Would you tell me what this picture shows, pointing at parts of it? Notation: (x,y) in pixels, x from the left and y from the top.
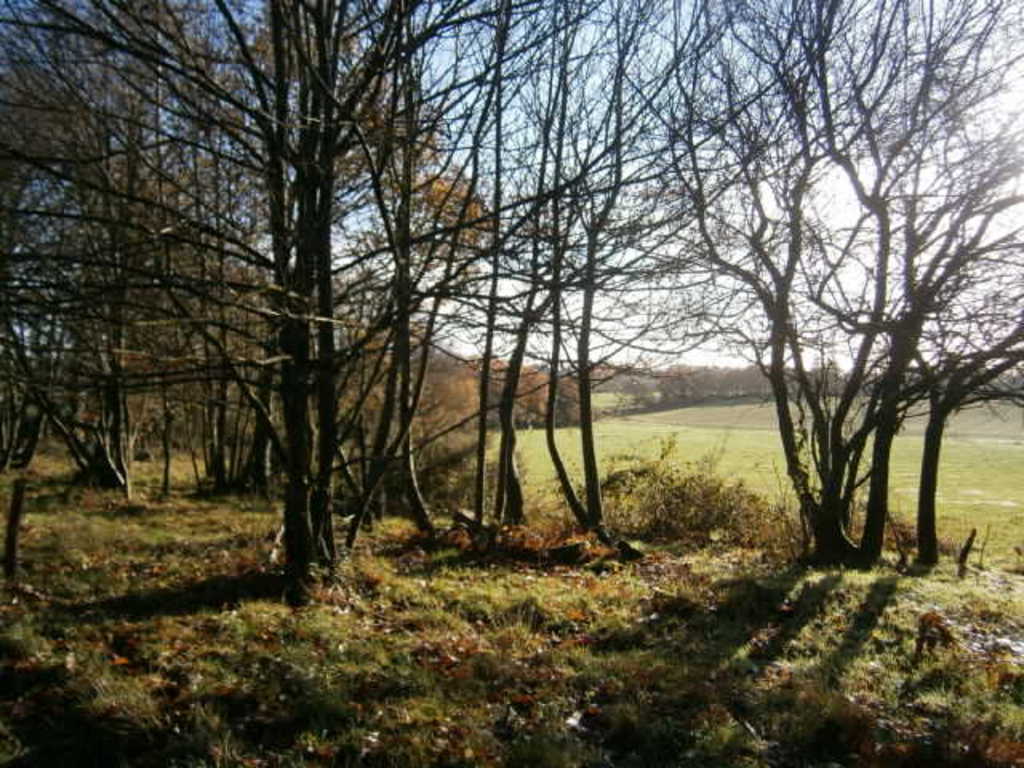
In this image we can see trees (528,414), plants (423,436), and the grass (264,654), also we can see the sky (595,150).
